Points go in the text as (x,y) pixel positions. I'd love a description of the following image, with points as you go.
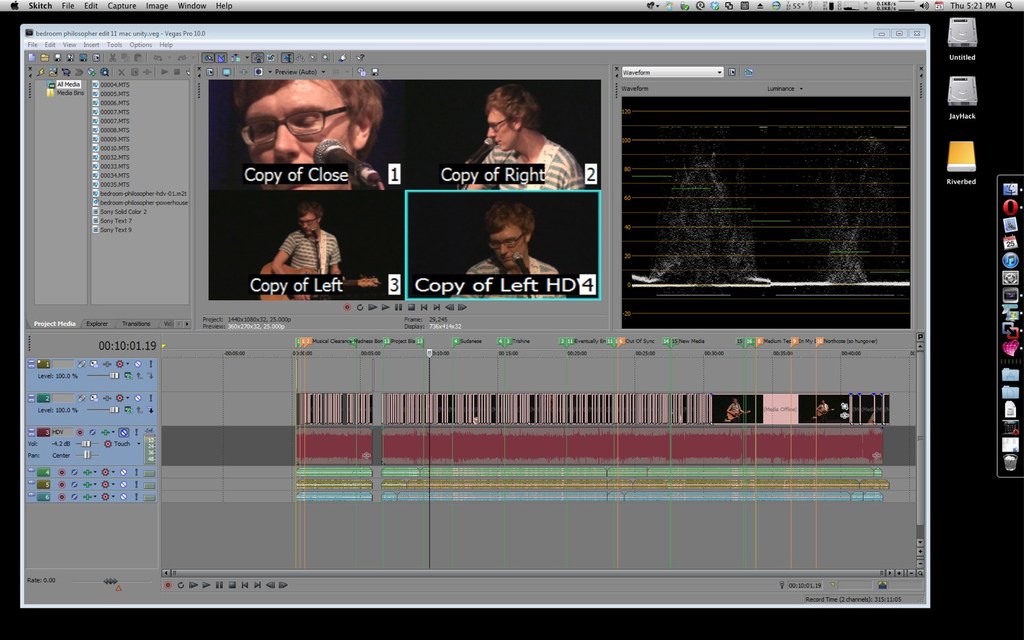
This is a screenshot of a monitor (325,566). In this picture there are icons (962,147) and there is a dialogue box (279,206), in the dialogue box (419,152) there are text (264,283), person (307,124), mic (339,158) and other things (441,362).
